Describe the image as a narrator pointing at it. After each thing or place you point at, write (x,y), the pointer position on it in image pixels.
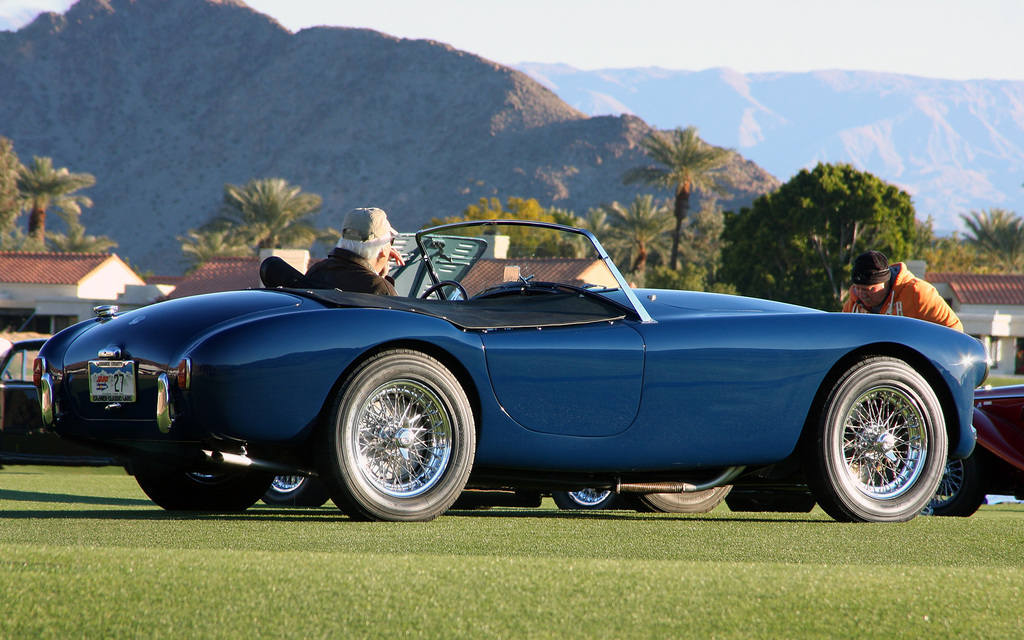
In this image there is a beautiful blue car (532,341) which is riding by an old man (364,251). On the right (904,311) there is a person (893,299) who is wearing a orange hoodie (912,294) he is looking down. On the background (540,77) we can see a mountains (699,100). On the top (576,26) there is a sky (815,3). On the center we can see a house (120,284) and this a roof (46,280) of the building (86,288). On the left (23,177), center and on the right (850,235) we can see a lots of trees (806,225). And on the bottom (570,548) there is a green grass (95,576).
